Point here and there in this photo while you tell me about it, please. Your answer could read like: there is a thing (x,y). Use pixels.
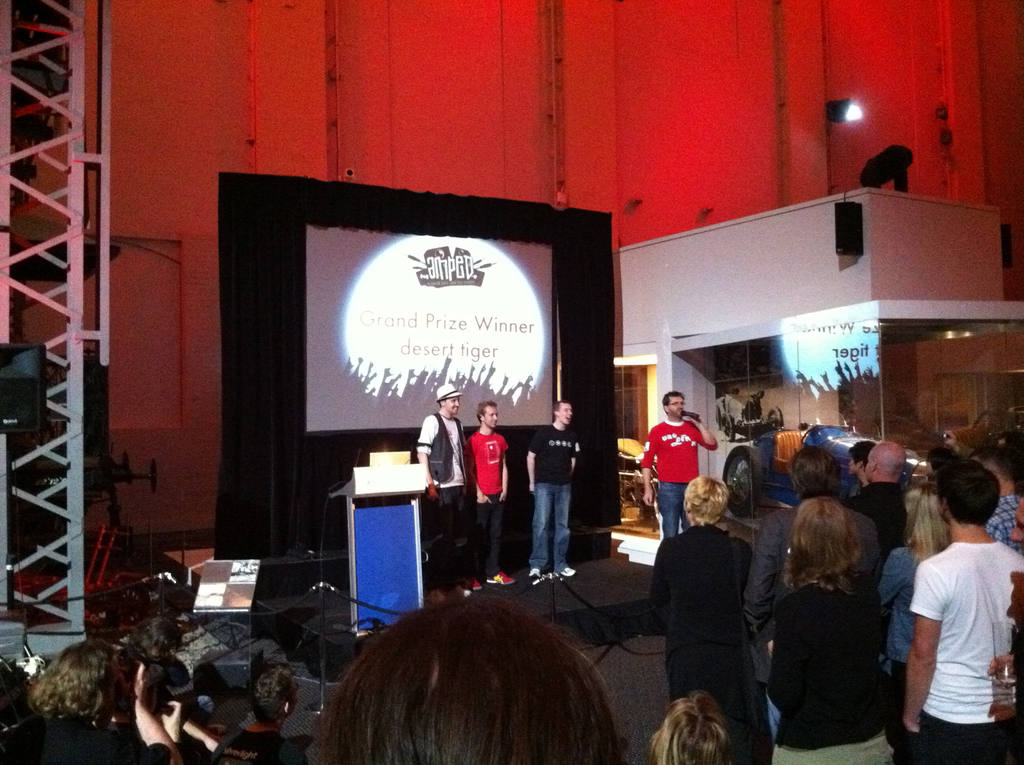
In this picture there are people (986,613) at the bottom side of the image (986,613) and there is a stage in the center of the image (523,368), on which there are people (539,454), a desk (349,561), and a screen (543,311) and there is a spotlight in the image, there are speakers (850,233) and a pole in the image, there is a vehicle (786,433) inside a glass room (778,357) on the right side of the image (787,453).
